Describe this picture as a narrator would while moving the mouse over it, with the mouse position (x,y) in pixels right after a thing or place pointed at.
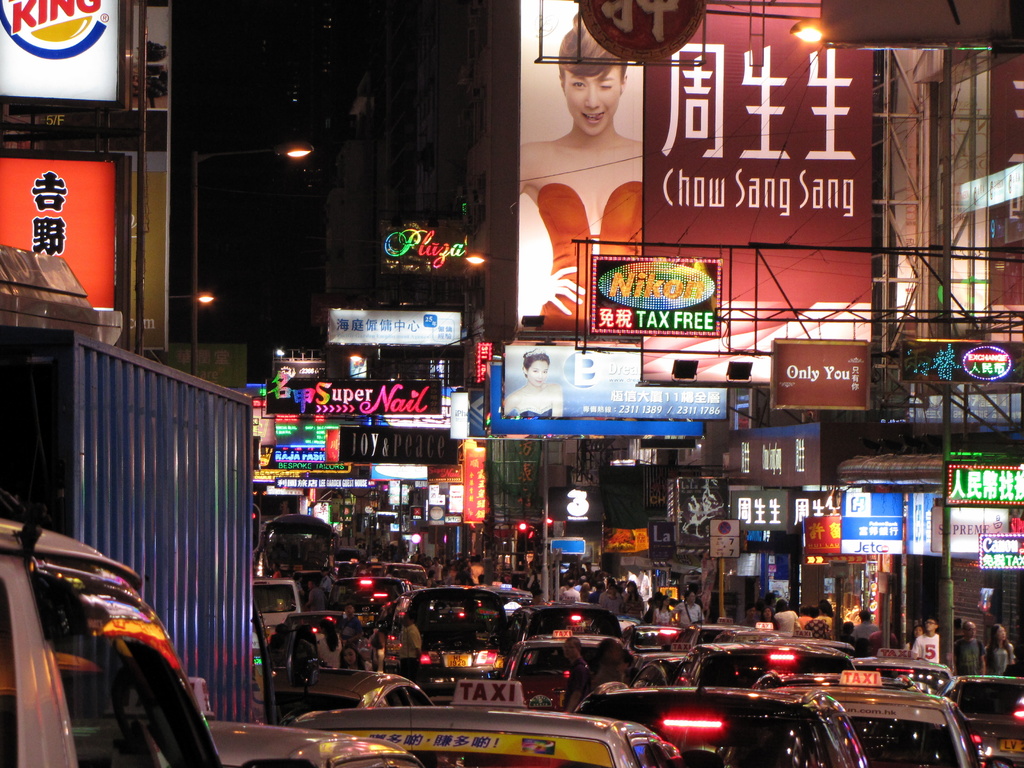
This picture is clicked in the city (350,431). At the bottom of the picture (260,766), we see many vehicles (466,665) moving on the road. On either side of the picture, there are buildings (543,469) and street lights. On the right side (826,134), we see a board (658,189) with some text (699,56) written on it. In the background (450,338), there are many hoarding boards (365,339) with some text (379,398) written. In the background (294,196), it is black in color. This picture is clicked in the dark.
